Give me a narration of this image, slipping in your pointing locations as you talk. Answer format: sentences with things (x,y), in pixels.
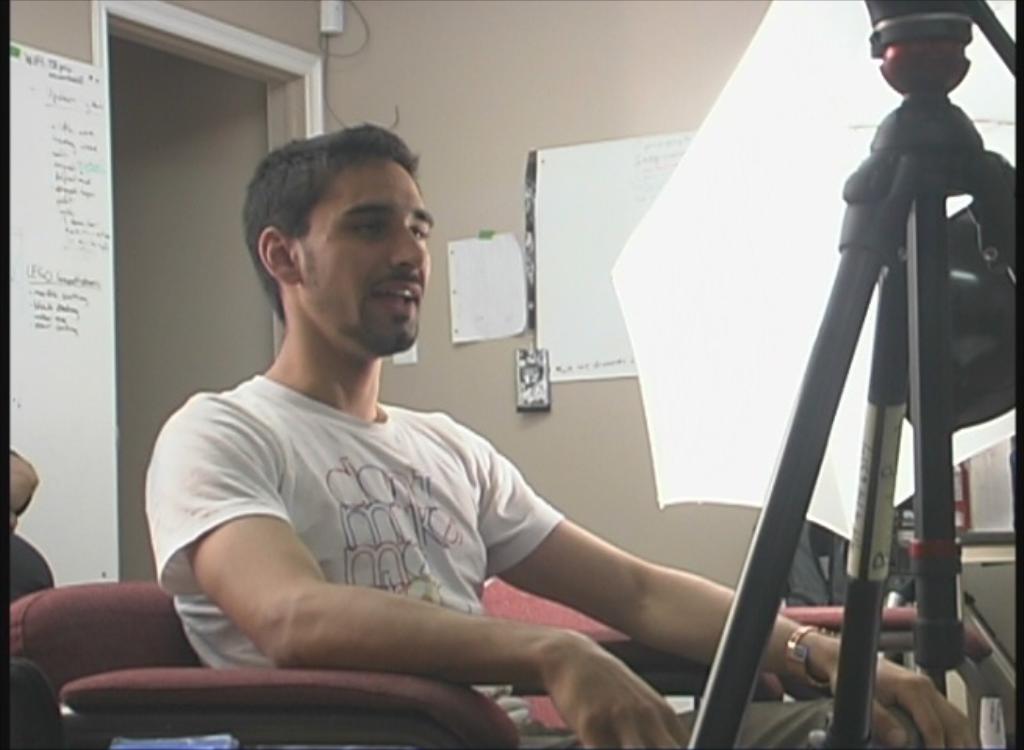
This image consists of a man (357,351) sitting in a sofa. In front of him, there is a tripod stand (894,462). In the background (224,15), there is a wall (543,103) on which many charts (84,263) are pasted.
